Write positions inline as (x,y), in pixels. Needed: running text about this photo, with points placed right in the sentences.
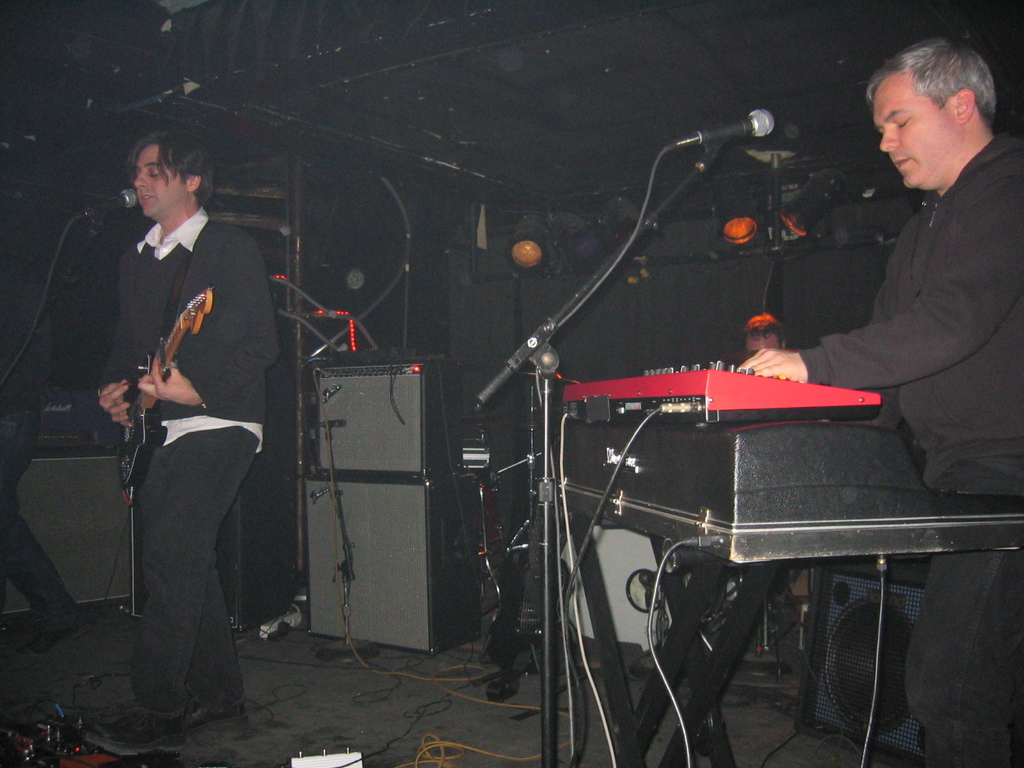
In this image there are two persons (914,649). The person (921,229) standing at the right side of the image (931,599) is playing a musical instrument (745,440), the person (203,502) standing at the left side of the image (191,562) is playing guitar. There are speakers (882,626), microphones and lights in the middle of the image (364,454).
